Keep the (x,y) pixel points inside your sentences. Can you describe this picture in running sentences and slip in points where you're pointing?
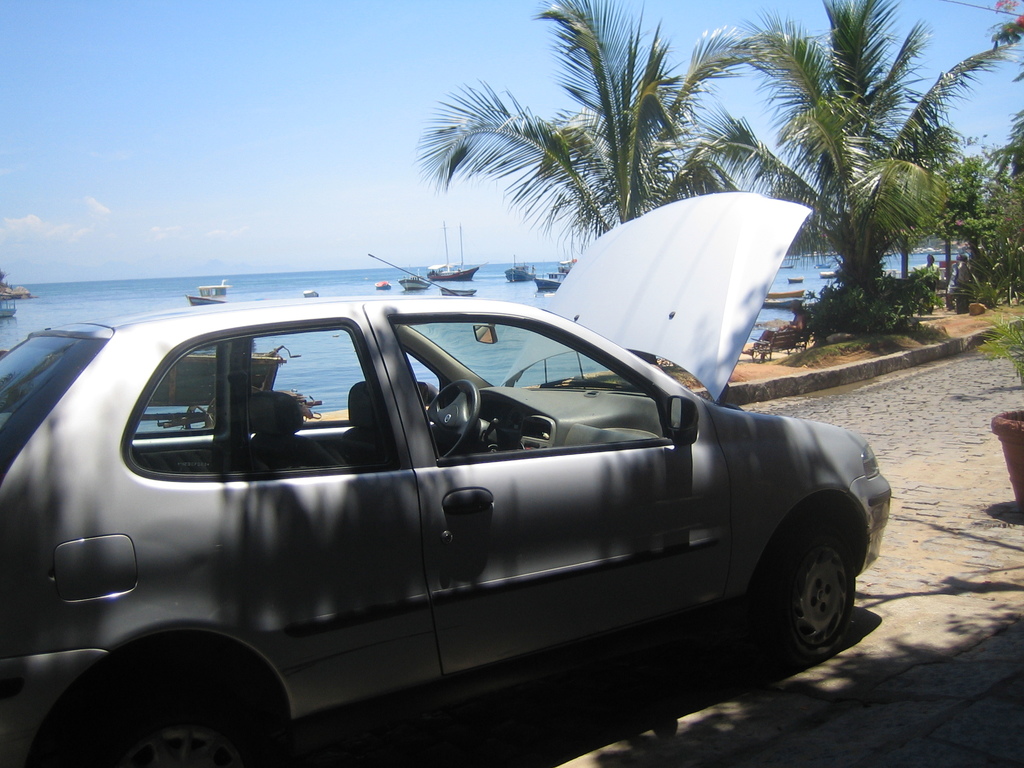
In this image I can see the vehicle (552,614). In the background (769,86) I can see few trees (634,198) in green color, few boats (512,280) on the water (501,277) and the sky (293,131) is in blue and white color.
